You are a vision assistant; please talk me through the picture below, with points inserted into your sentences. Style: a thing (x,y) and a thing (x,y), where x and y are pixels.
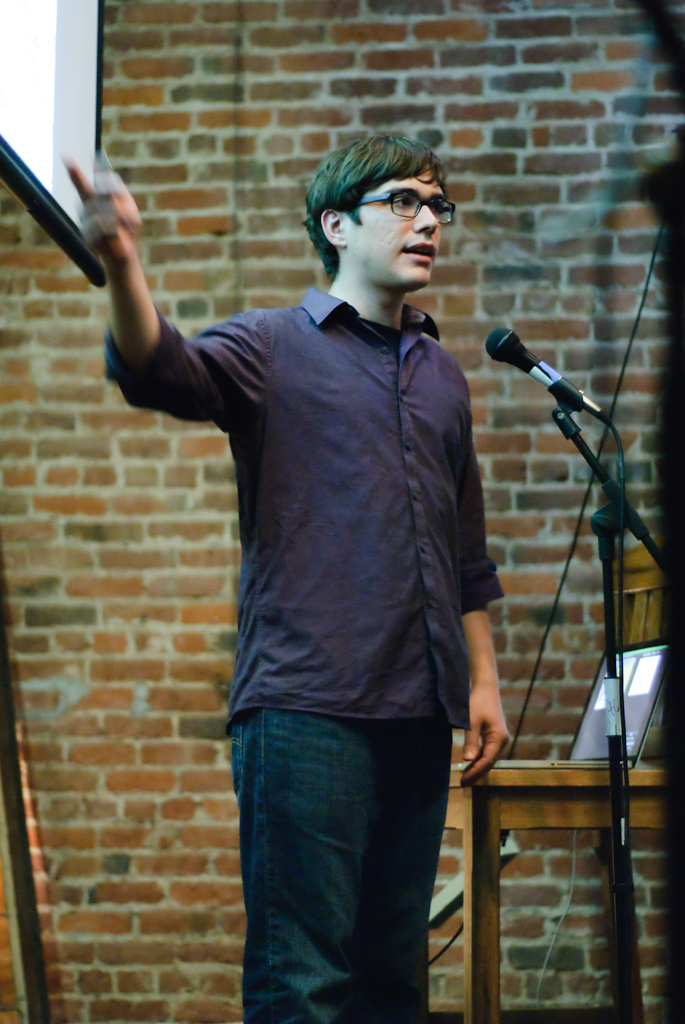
In this picture we can observe a person (388,571) standing, wearing a violet color shirt (307,417) in front of a mic (555,373) and a stand (612,488). He is wearing spectacles (405,208). We can observe a table (549,784) on which a laptop (594,748) is placed. There is a projector display screen (45,104) on the left side (63,96). In the background (54,537) there is a wall (139,493).
